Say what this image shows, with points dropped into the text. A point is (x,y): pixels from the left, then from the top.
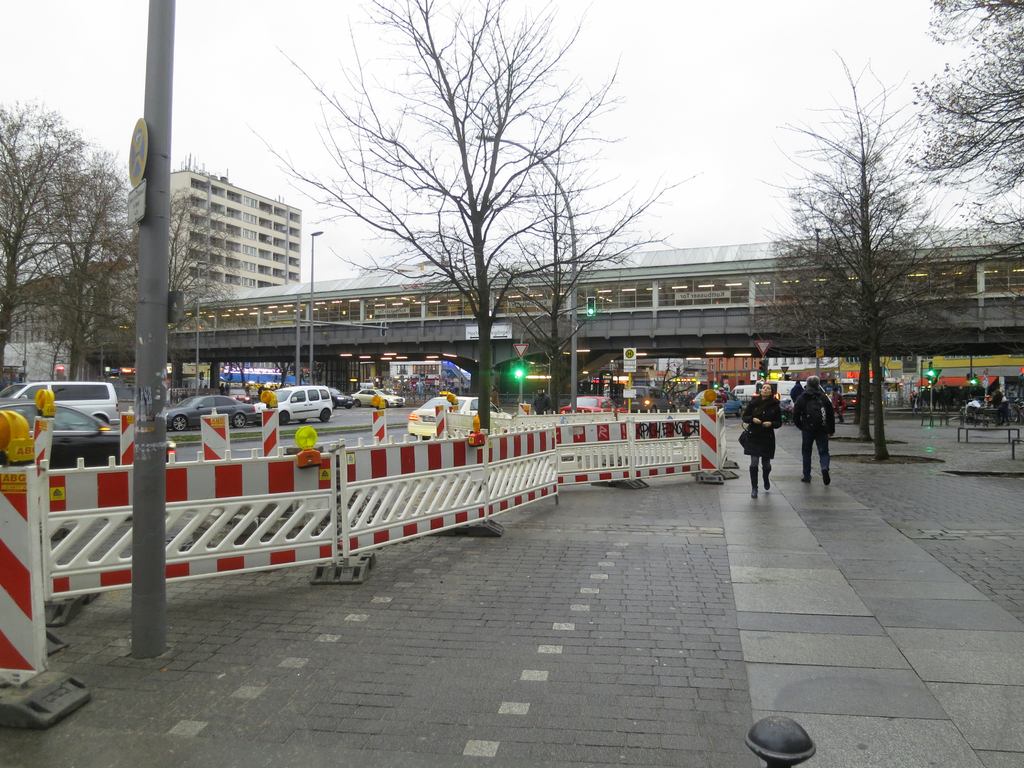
In this image I can see few people (804,469) walking. To the side of these people (824,425) I can see the dividers (424,498), many trees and the vehicles (213,399) on the road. In the background (572,387) I can see the light pole (522,390) and the bridge (504,323). I can also see the building (278,243) and the sky (391,148) in the back (288,251).
